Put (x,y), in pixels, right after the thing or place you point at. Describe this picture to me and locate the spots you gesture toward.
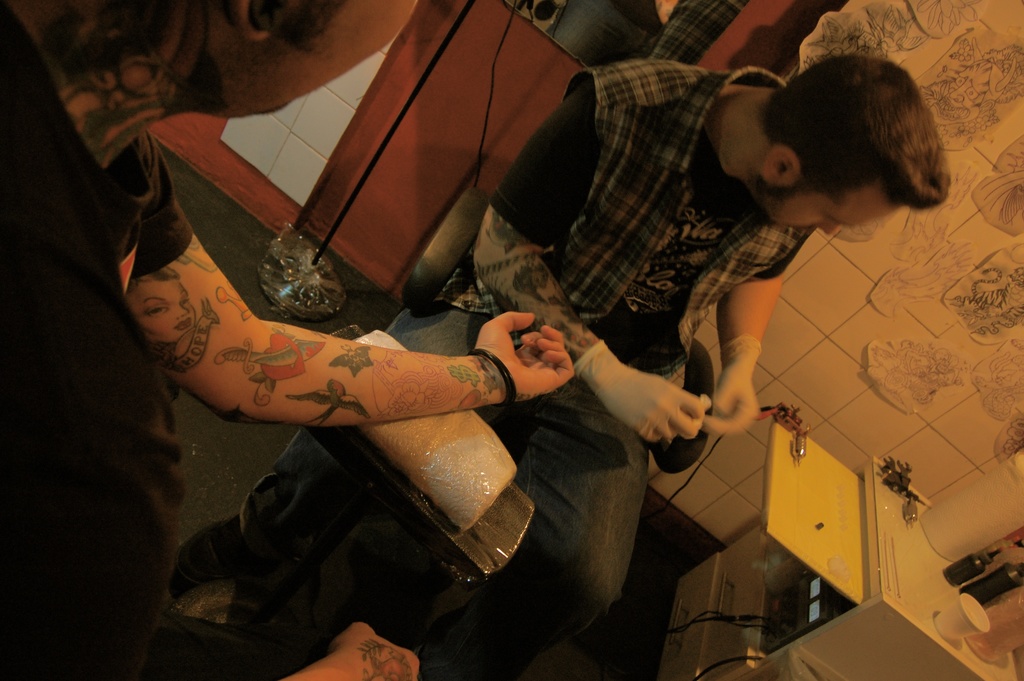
In this image we can see two people (691,323). In that one man (674,347) is holding an object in his hand (632,394). On the right side (951,612) we can see some bottles (989,645), glasses (948,618) and some devices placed on a table (871,625). We can also see a mirror (639,8) and some papers (915,389) pasted on a wall (939,383).
